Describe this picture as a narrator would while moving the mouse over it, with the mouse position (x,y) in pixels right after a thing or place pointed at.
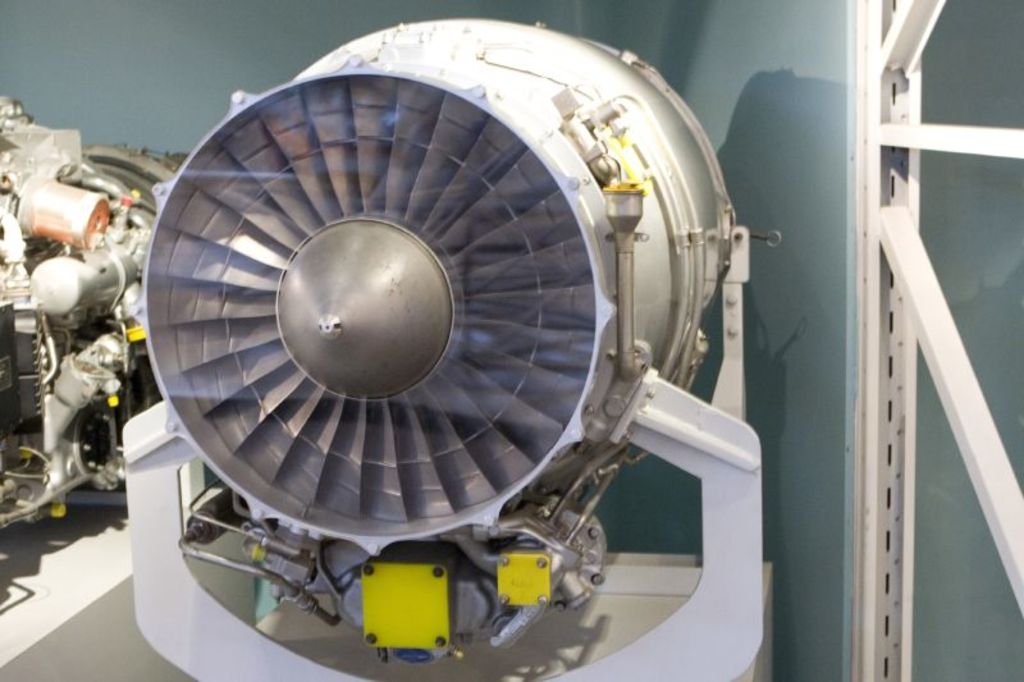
In this picture I can see couple of machines (450,547) in a room (52,51).
